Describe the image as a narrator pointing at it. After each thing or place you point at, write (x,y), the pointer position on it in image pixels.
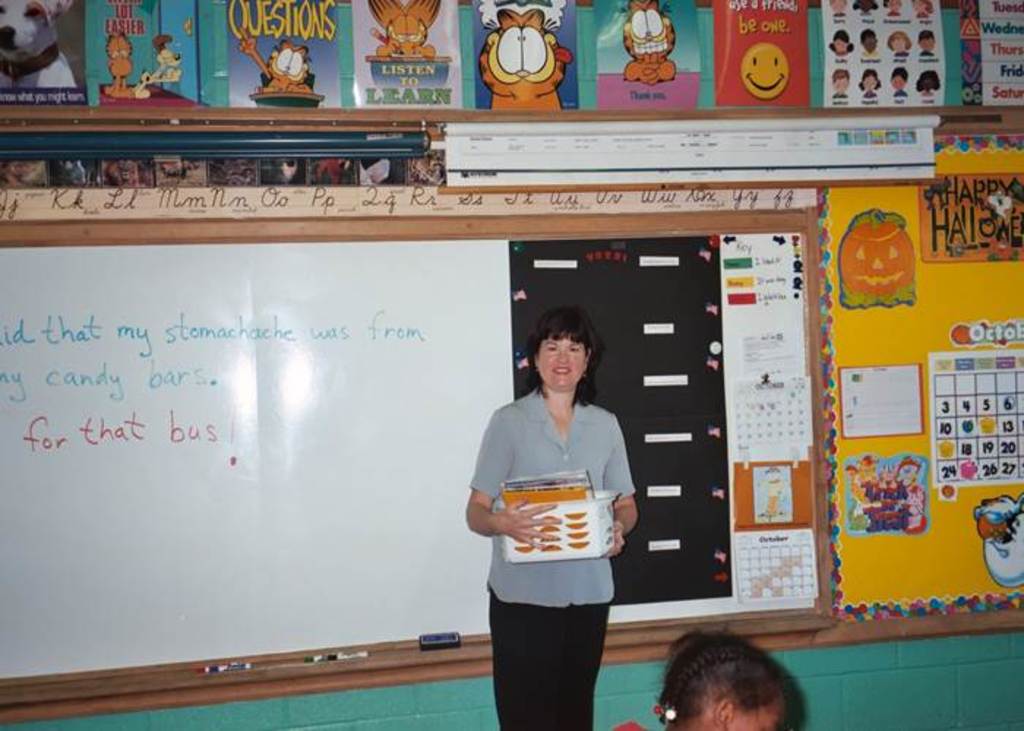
In the center of the image (579,445) we can see a lady (591,605) standing and holding a basket (601,555). At the bottom (732,693) there is a person (759,700). In the background (609,274) there is a board (315,516) and we can see papers (912,483) pasted on the wall (891,424).
